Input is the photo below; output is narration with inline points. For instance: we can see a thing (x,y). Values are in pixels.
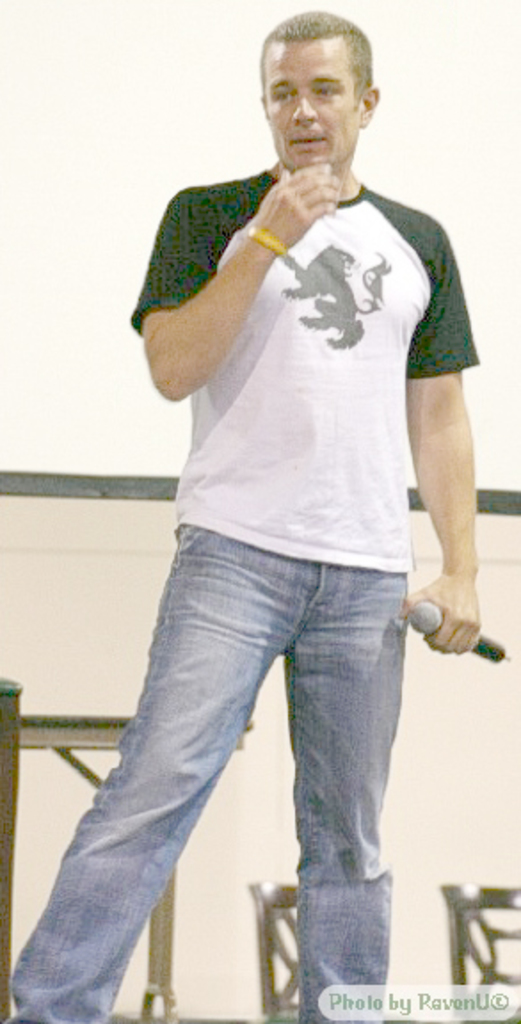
In this image we can see a person (319,657) standing and holding a mike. Back of him there are chairs (493,934).
